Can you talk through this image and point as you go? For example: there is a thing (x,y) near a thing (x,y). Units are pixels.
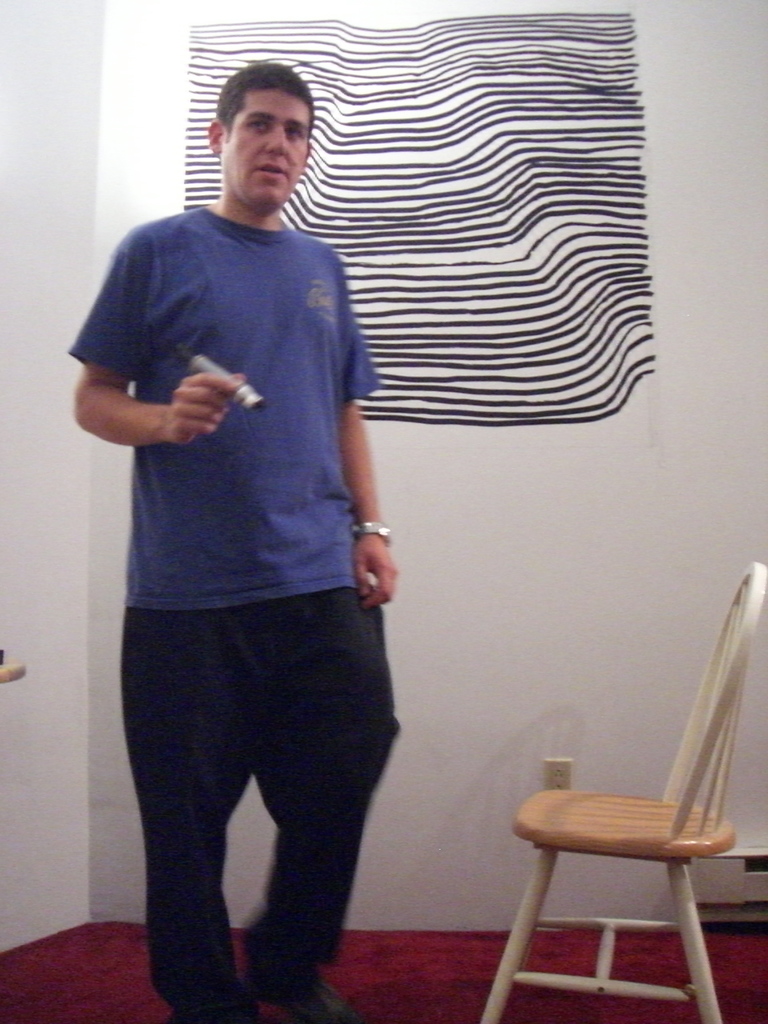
This picture is clicked inside the room (433,685). The man (377,670) in blue T-shirt (300,456) and black pant (383,702) is holding a marker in his hand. In the right bottom of the picture (630,827), we see a chair (685,810) and a red carpet (394,976). Behind him, we see a white wall (505,523) and I think he is painting on the wall (456,291).
